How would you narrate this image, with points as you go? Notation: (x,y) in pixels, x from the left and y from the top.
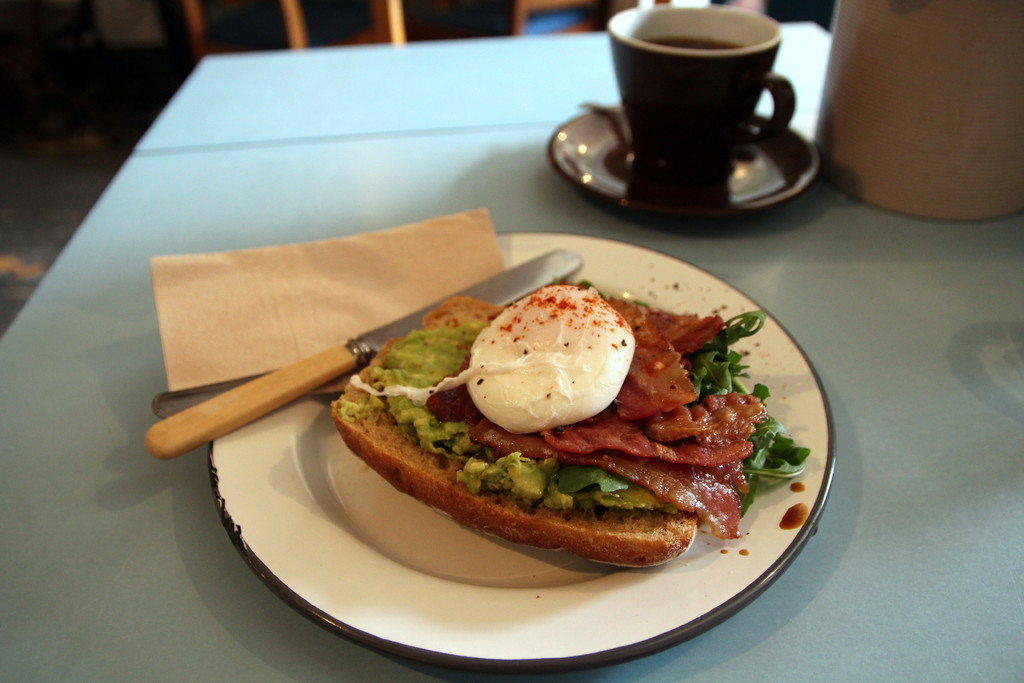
In this image there is one table (402,89), on the table (861,598) there is one plate (450,570) and one knife (308,370) is there. On the plate (820,469) there is one sandwich (553,429), beside the plate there is one cup (679,89) and saucer (615,136) is there. And on the background (268,15) there are some objects (250,17) and on the top of the right corner (927,108) there is one pot (932,122).
